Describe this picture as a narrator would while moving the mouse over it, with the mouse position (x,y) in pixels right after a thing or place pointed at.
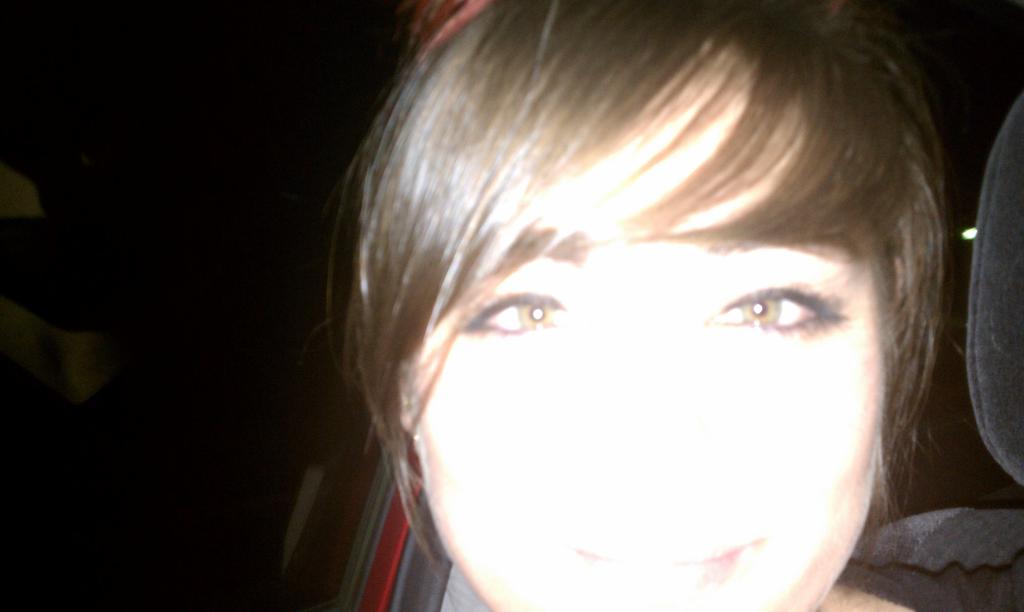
In this image we can see a woman (537,352). There is a dark background (3,571).
